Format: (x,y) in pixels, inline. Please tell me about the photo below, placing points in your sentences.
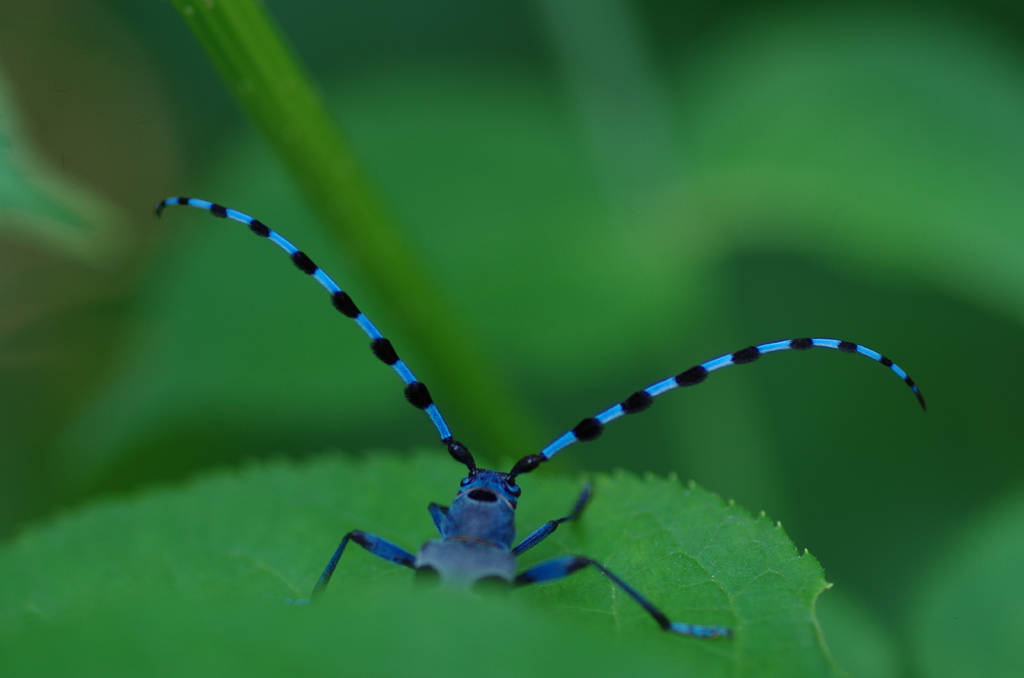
In this image we can see one black and blue color insect (470,530) on the green leaf (485,643). It looks like some green leaves (1000,555) in the background (771,282) and the image is blurred.
